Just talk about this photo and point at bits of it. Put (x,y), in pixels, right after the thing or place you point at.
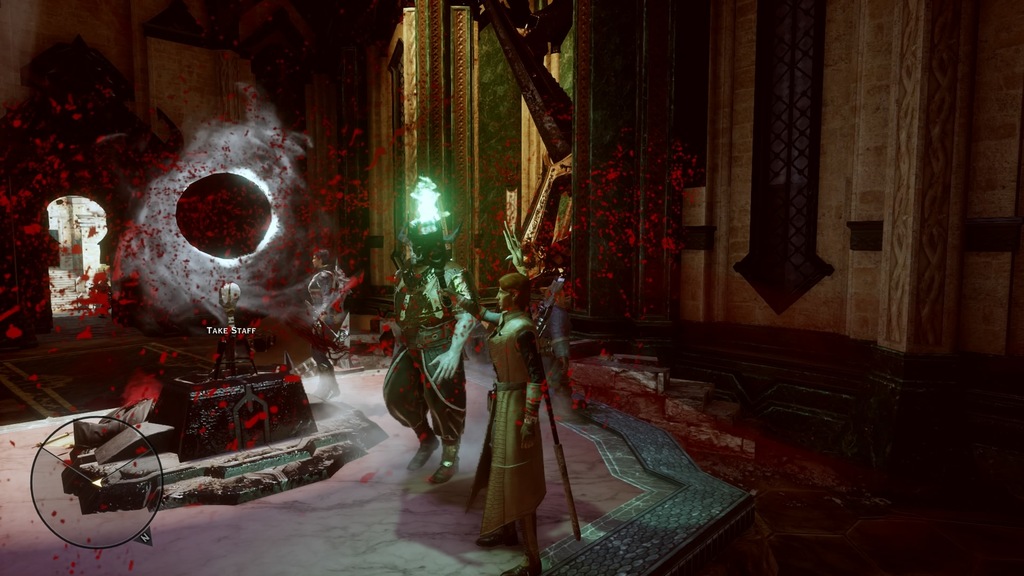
This is an animated image, there are four persons (453,350), there is an object (296,444) on the floor (313,517), there is text (216,327) on the object (221,339), there is a wall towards the top of the image (720,117), there is a wall (80,132) towards the left of the image (74,213).
